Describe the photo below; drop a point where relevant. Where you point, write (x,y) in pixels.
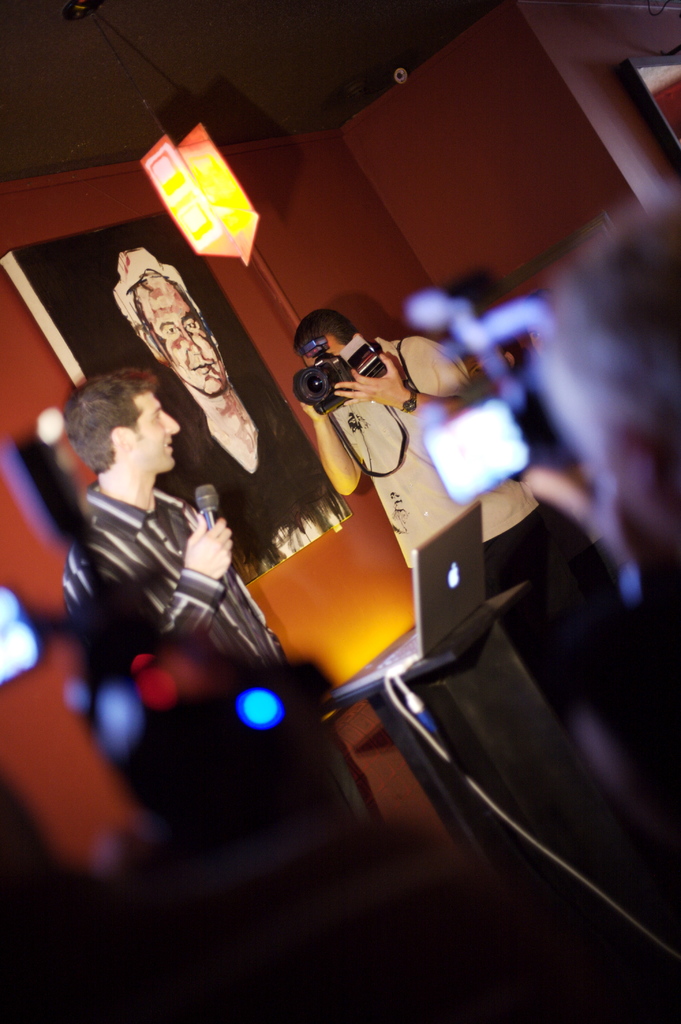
In this image we can see two people (352,459) standing in a room (360,511), a person (196,520) is holding a mic (203,513) and a person (367,414) is clicking picture with camera (332,381), in front of the person (438,500) there is a table (501,832), on the table (421,671) there is a laptop (433,559) and there is a light (225,173) hanged to the ceiling (92,13) and there is a picture (183,323) of a person (204,381) attached to the wall (90,225).
